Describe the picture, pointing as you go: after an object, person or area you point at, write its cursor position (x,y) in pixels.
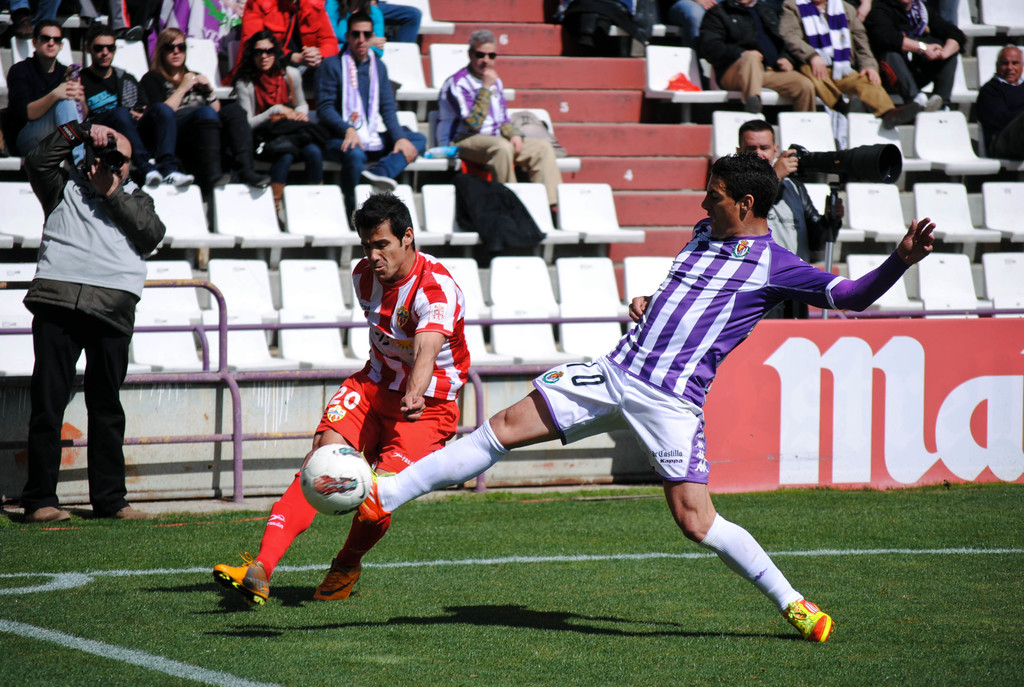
In this picture there are two football players (412,368) playing with the ball (354,471). In the background (454,117) spectators (375,132) looking at them. At the left side (100,281) there is a cameraman (104,181) shooting the football players (372,240).
